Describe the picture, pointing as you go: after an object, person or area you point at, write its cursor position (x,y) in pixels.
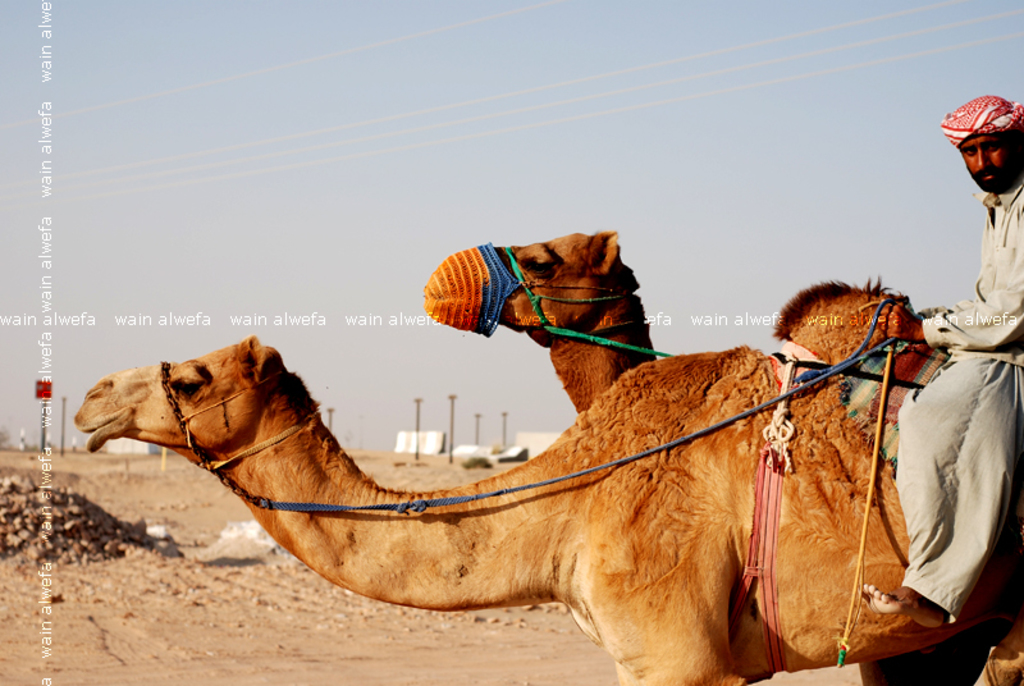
In the foreground of the picture (670,395) there are two camels (651,380) and a man (995,469). In the background (92,587) there are poles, tents (516,452) and sand (169,489). Sky (268,194) is clear and it is sunny.
